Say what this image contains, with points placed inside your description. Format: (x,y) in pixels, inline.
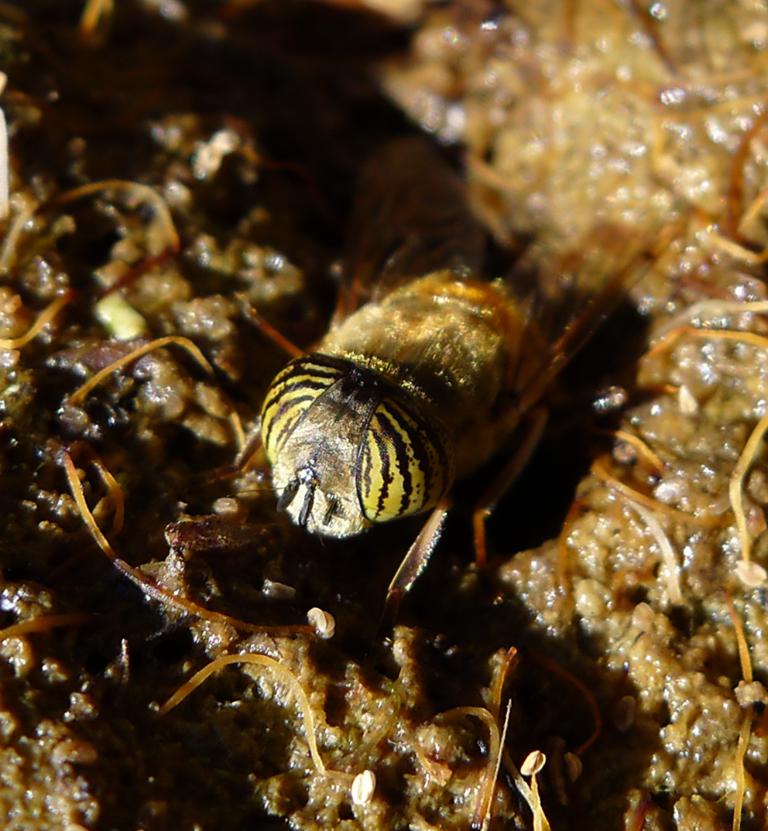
Here we can see an insect (573,341) on a wet surface (633,308).
